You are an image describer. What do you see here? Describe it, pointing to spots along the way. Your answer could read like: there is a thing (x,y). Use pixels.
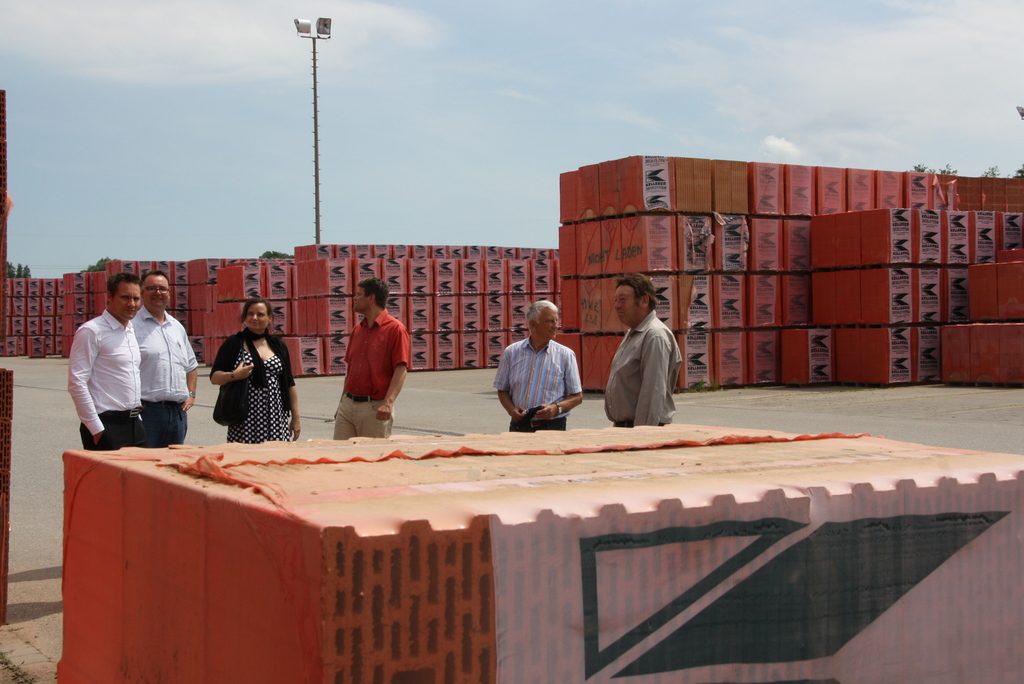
In the left side (106,371) 2 men (103,434) are standing both of them wore white color shirts (136,357) beside them there is a woman (263,407), who is standing she wore a black color dress (262,390). At the top (190,110) it's a cloudy sky (188,121).
